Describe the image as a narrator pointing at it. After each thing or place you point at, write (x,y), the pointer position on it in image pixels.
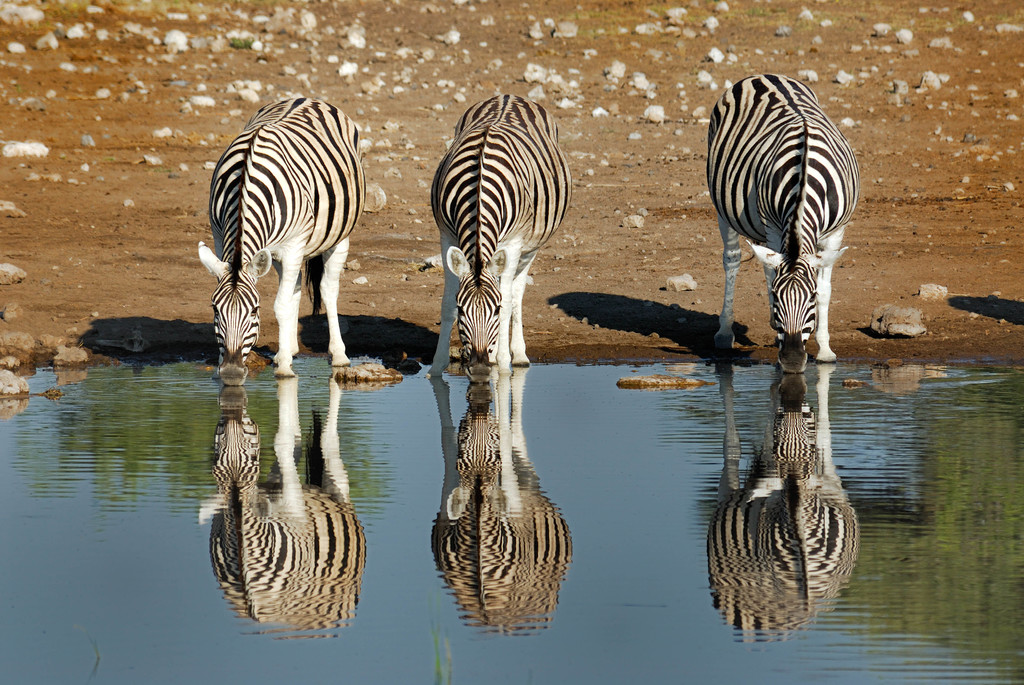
In this image there are zebras (223,201) standing in front of the water (429,583). In the background of the image (672,14) there are rocks (716,18).
